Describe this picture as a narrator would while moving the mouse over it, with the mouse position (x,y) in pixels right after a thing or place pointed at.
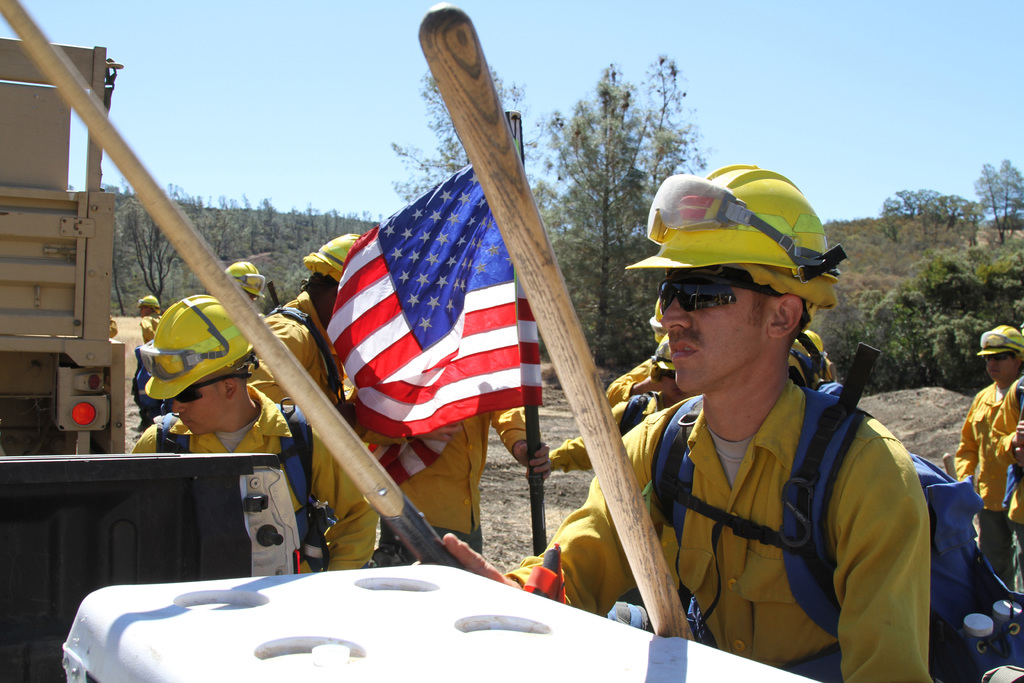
In this image we can see few people (716,417) standing on the ground (569,480), a person (465,457) is holding a flag (496,316) and a person (763,380) is holding a wooden stick (398,496) and wearing a backpack (947,593), there is a white color object (436,612) in front of the person (815,647) and an object (54,261) looks like a vehicle (51,326) and there are few trees (239,251) and the sky (716,151) in the background (425,121).
